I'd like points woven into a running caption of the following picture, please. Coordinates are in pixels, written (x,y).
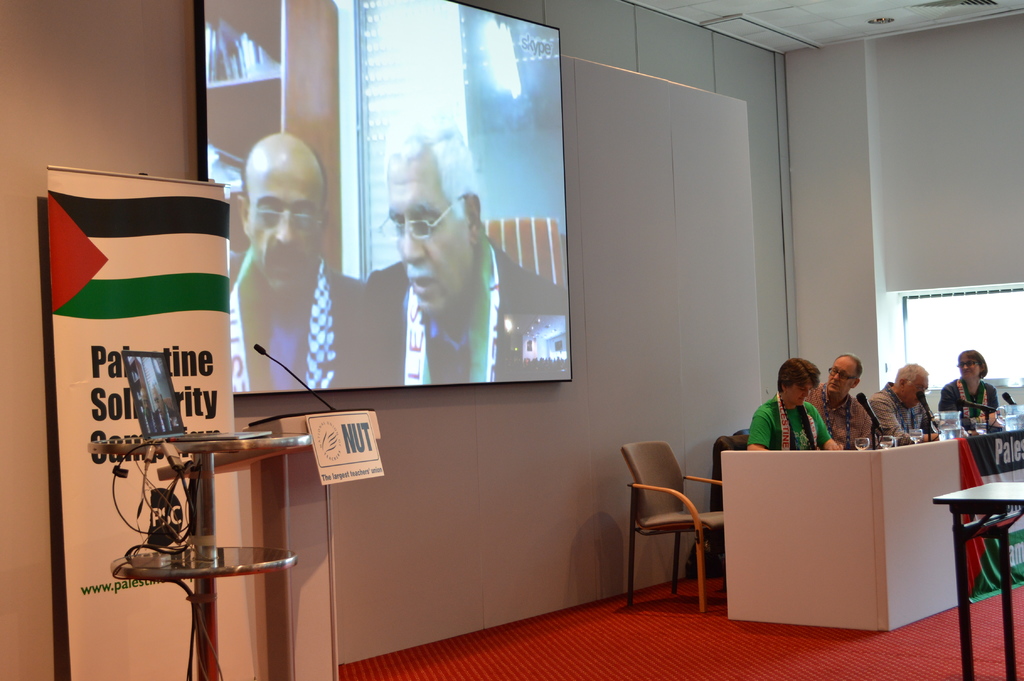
Here we can see a person (844,411) sitting on the chair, and in front here is the table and microphone (871,420) and some objects (949,423) on it, and at back (370,263) here is the projector screen (310,328).
